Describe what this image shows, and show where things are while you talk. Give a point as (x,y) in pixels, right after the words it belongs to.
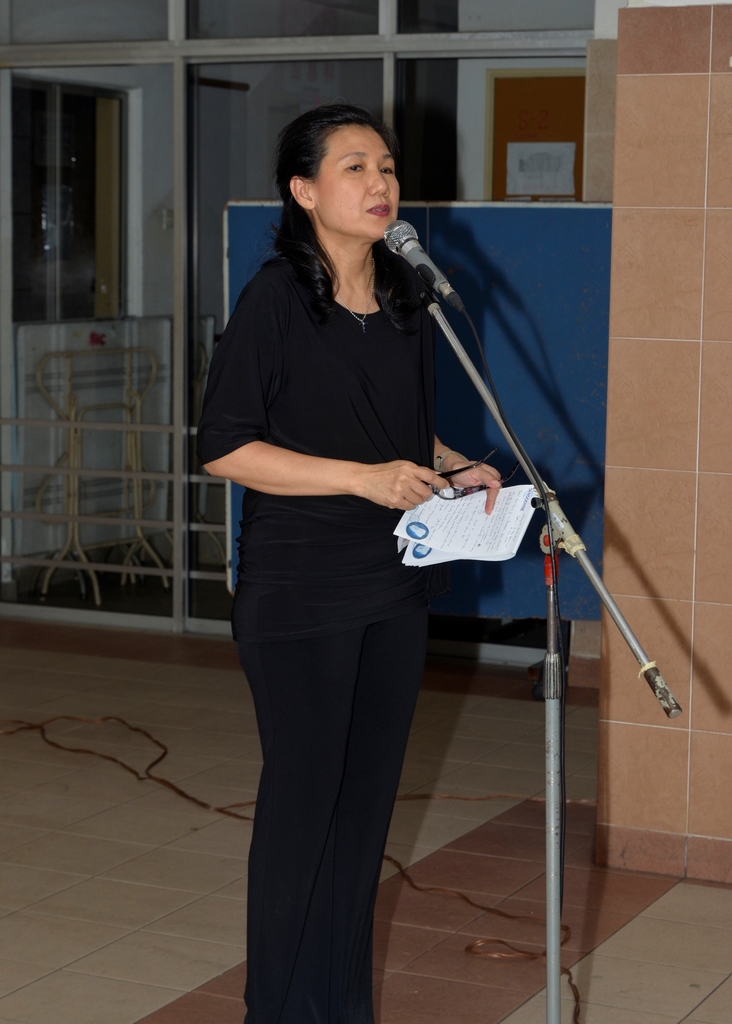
In the image we can see a woman (255,479) standing, wearing clothes (297,569) and she is holding papers (470,535) in one hand (471,485) and on the other hand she is holding spectacles (485,487). Here we can see the microphone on the stand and the cable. Here we can see the floor (428,860), wall (703,295) and the glass wall (127,157).
